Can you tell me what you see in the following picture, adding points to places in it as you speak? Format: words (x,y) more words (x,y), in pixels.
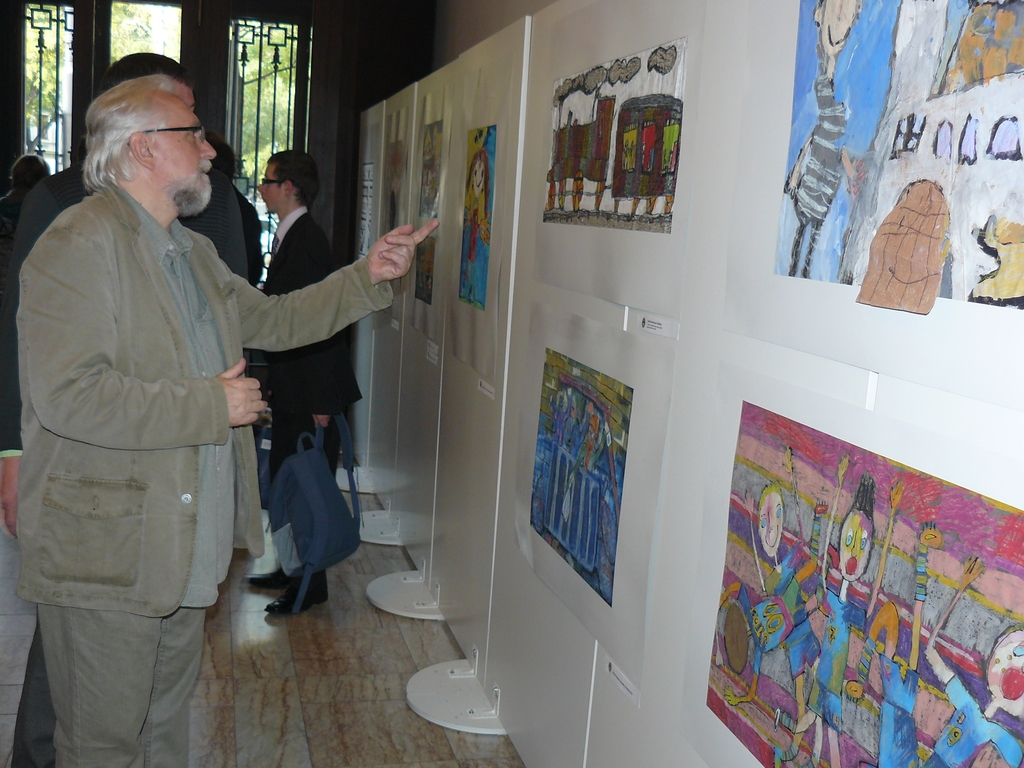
In this image on the left side (153,291) there are some persons (259,325) standing, and one person (176,320) is showing something. On the right side (845,573) there are some paintings (464,273) on the board (482,270), and in the background (259,91) there is a window (260,77) and through the window (67,71) i can see some trees (269,63). At the bottom (242,650) there is floor (340,648).
